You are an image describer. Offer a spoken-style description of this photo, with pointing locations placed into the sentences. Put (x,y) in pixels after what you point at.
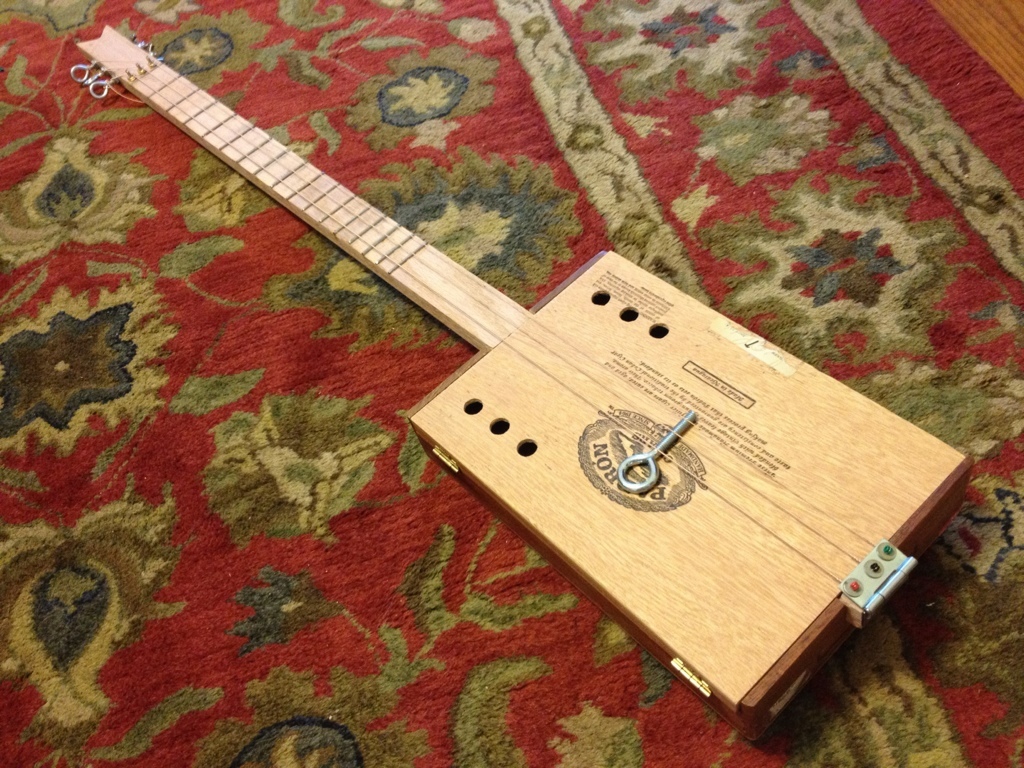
Here we can see a musical instrument (259,184) on the carpet (332,505).
